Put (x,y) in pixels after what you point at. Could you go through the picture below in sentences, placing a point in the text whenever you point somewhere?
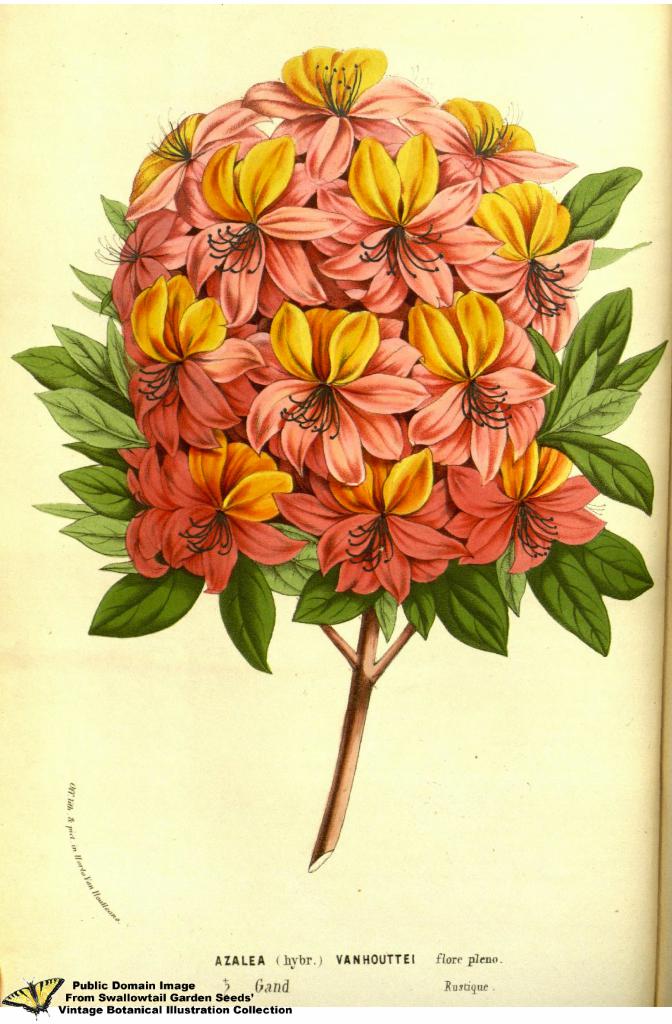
In this image we can see a bunch of flowers (257,428) with leaves (300,610).
